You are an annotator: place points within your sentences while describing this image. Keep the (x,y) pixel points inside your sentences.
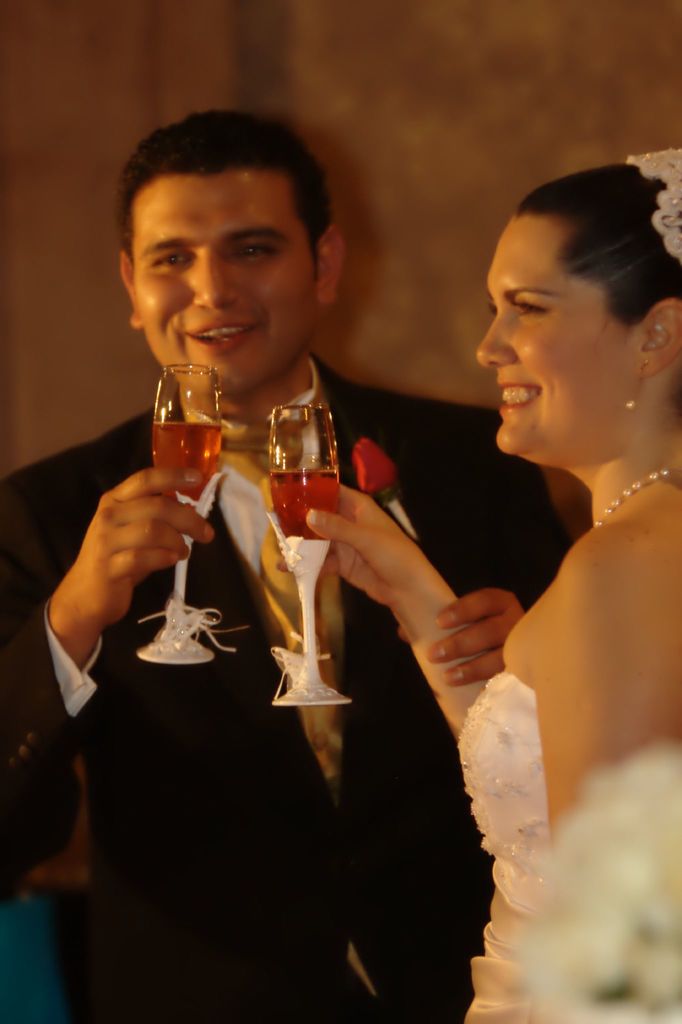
These two persons (326,535) are standing and holding glass (217,464) with drink (217,464) and smiling, this person (455,575) holding her hand (342,499). On the background (309,46) we can see wall (181,53).
